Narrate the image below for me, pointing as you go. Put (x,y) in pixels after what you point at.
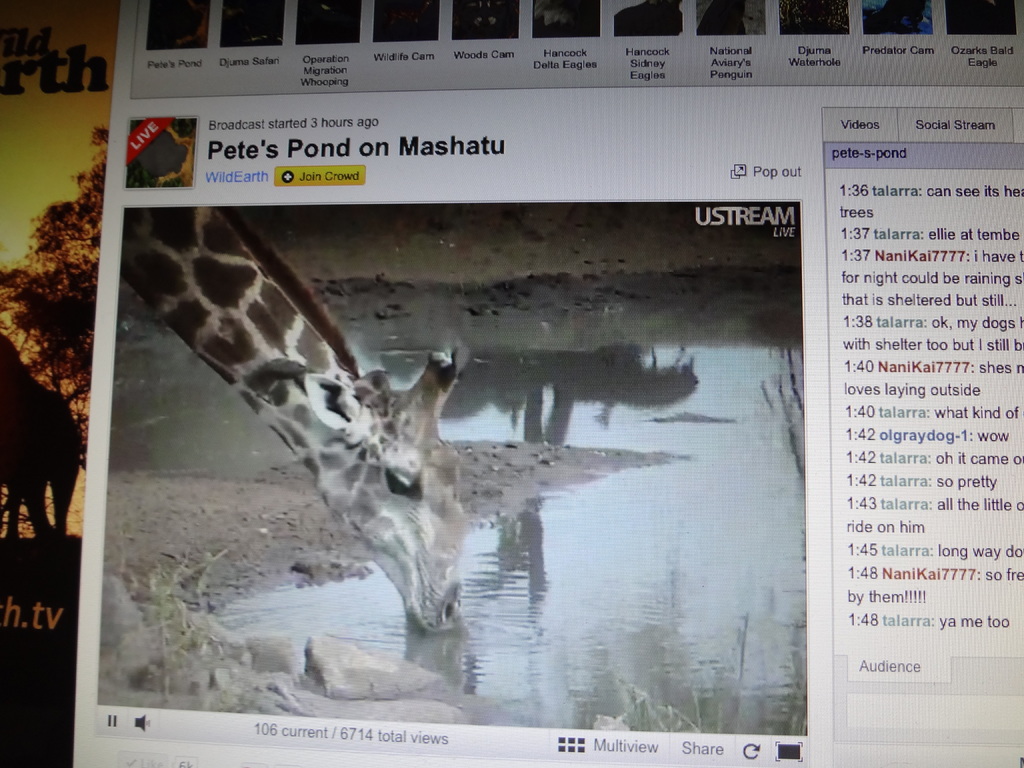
In this image I can see the screen shot and I can also see an animal (343,385) and something is written on the image.
